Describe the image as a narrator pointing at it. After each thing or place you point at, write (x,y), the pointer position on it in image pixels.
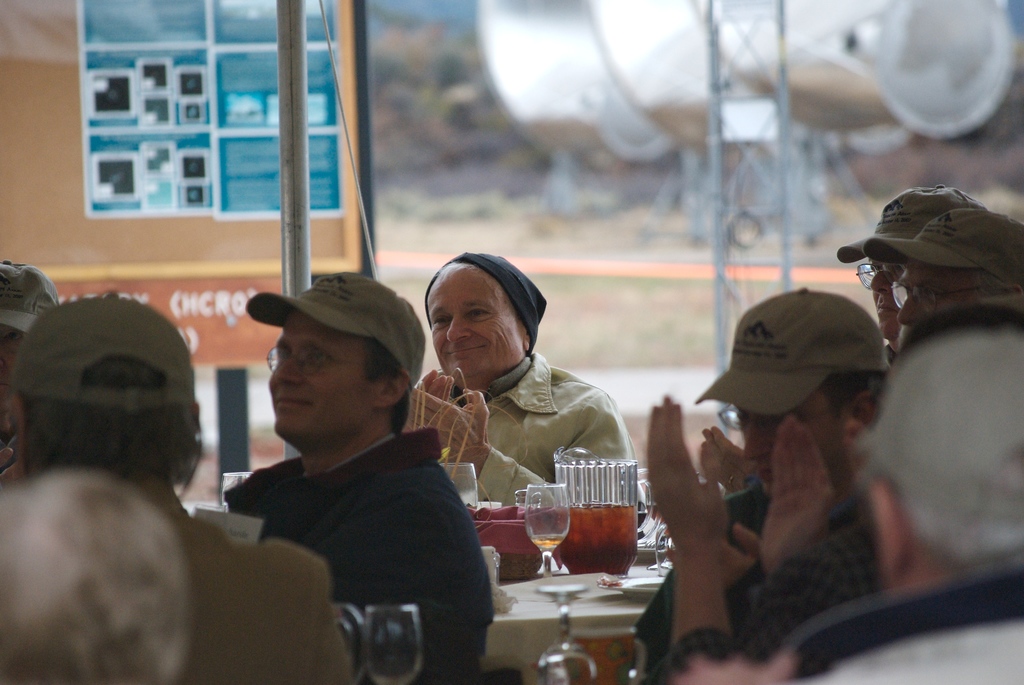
In this image we can see some people (530,410) sitting and clapping their hands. There is a table (589,615) beside them containing some glasses (558,592) with beer (580,555), plate (636,582) and a cloth (542,601). On the backside (234,399) we can see a pole (300,232), board (221,213) and grass (590,287).
